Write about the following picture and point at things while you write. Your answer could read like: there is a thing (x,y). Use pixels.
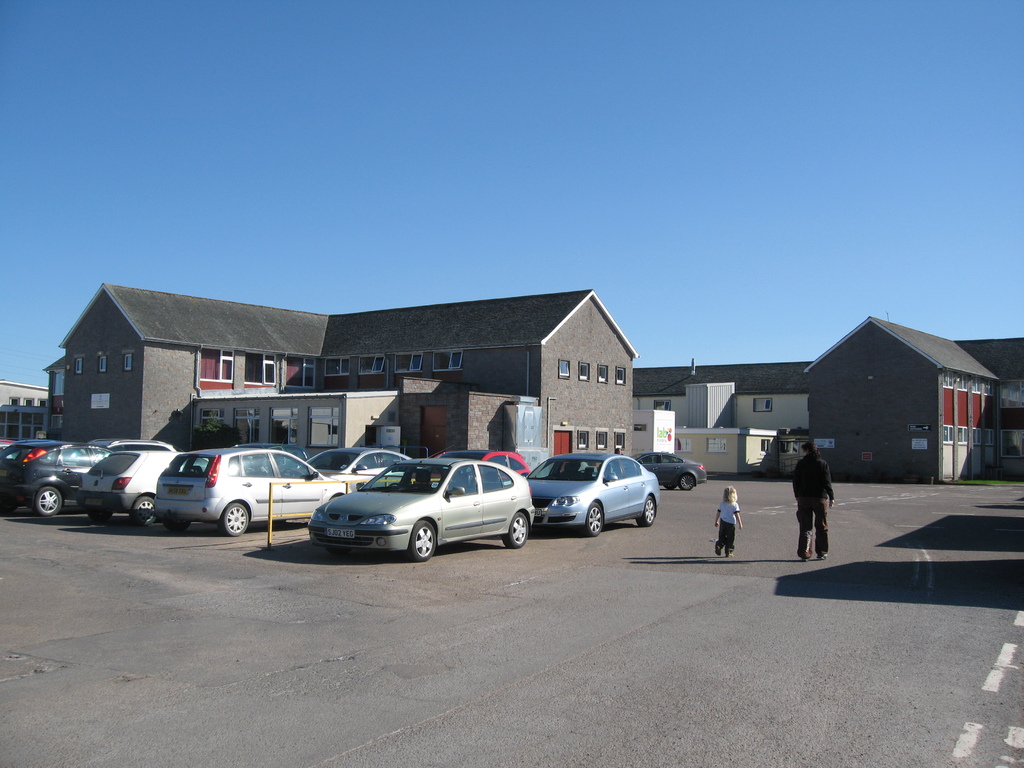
These are the buildings (449,361) with the windows (601,381) and glass doors (315,417). I can see the cars (184,500), which are parked. This looks like a barricade (281,483). I can see a person (810,542) and a kid (730,531) walking on the road (848,503). This is the sky (489,155).
